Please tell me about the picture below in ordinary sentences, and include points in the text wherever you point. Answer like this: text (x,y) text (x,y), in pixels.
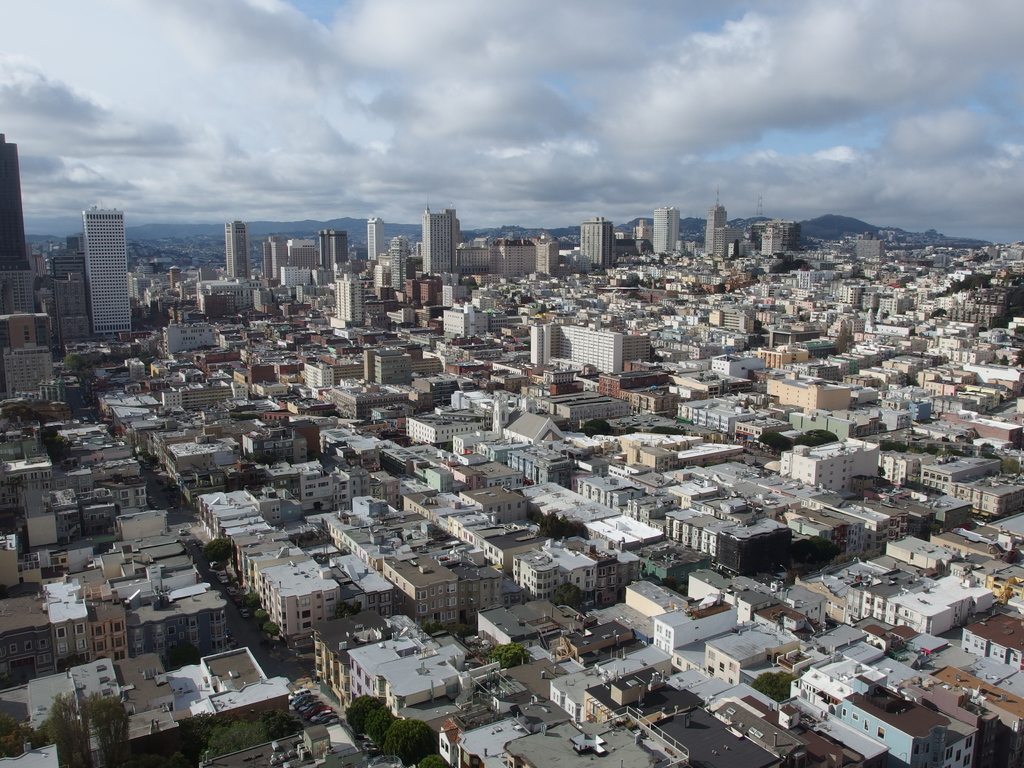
It is an image of a well developed city (603,379), there are plenty of houses (625,569), buildings (312,289) and tall towers (240,259), there are very less trees (401,755) in the city (505,426) and in the background (465,155) there is a sky (637,88).
